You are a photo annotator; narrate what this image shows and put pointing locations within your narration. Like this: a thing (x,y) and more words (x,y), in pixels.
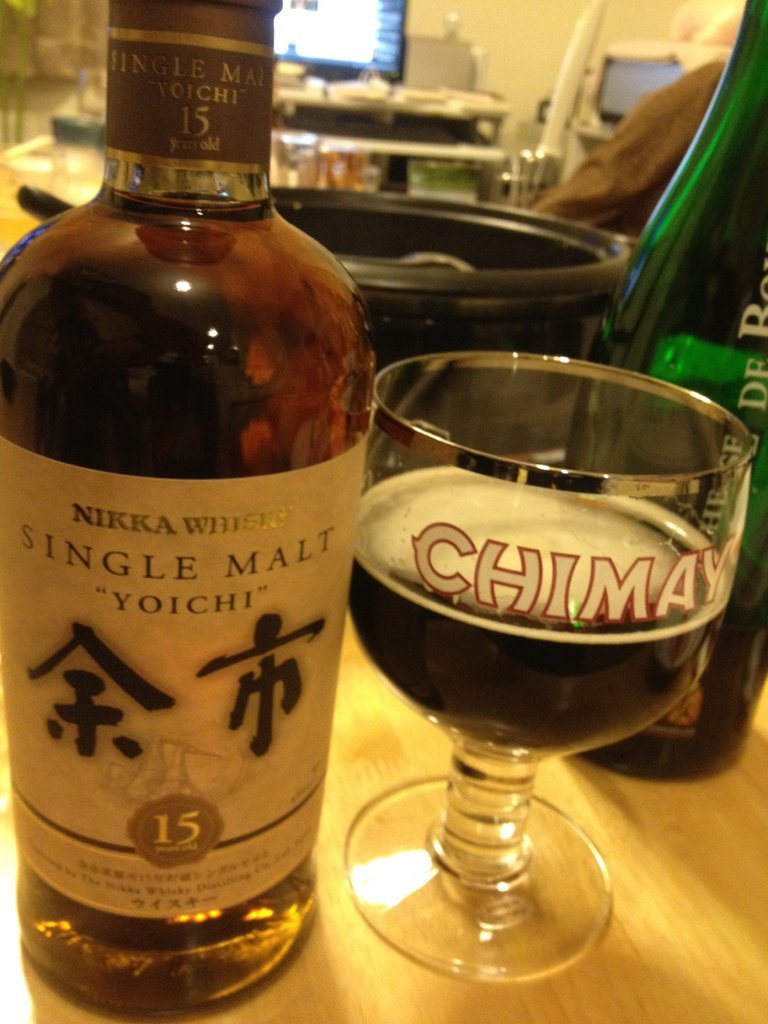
Here there is a beer glass (522,810) beside whisky bottle (356,308) and middle of an image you can see there is a T. V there is a label (193,511) on the whisky bottle (196,485).
